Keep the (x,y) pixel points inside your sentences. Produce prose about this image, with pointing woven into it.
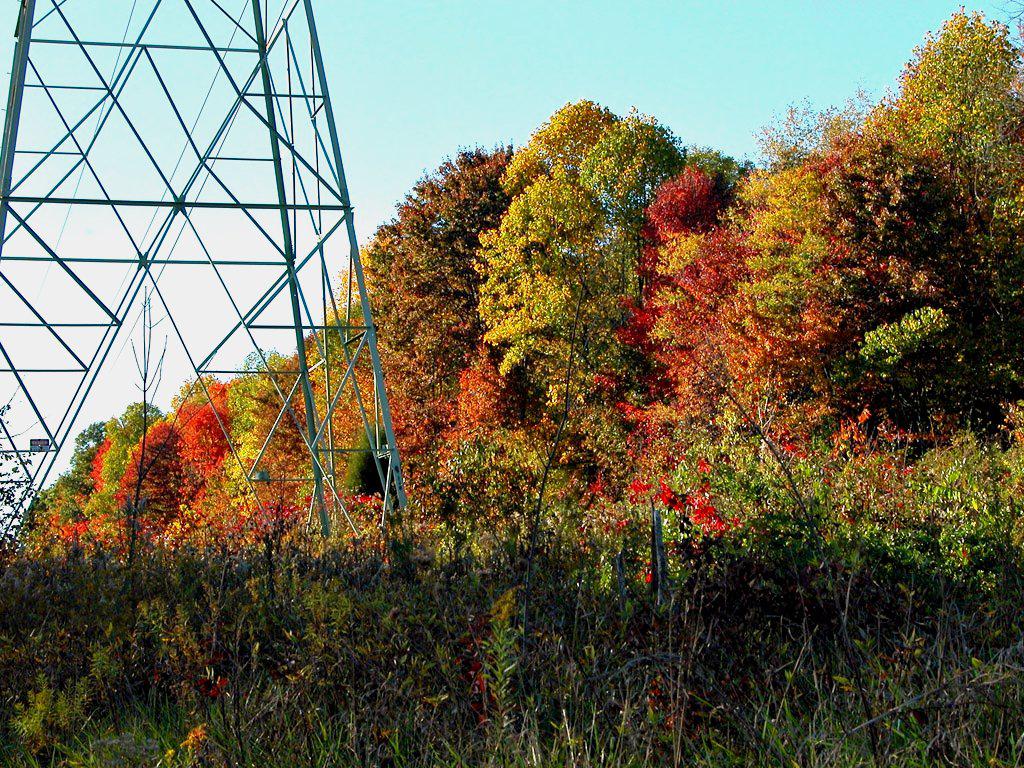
At the bottom (275,648) we can see plants (278,574) and trees (574,510). On the left (228,14) there is a tower (87,219). In the background (359,442) there are trees (582,155) and the sky (525,141).
